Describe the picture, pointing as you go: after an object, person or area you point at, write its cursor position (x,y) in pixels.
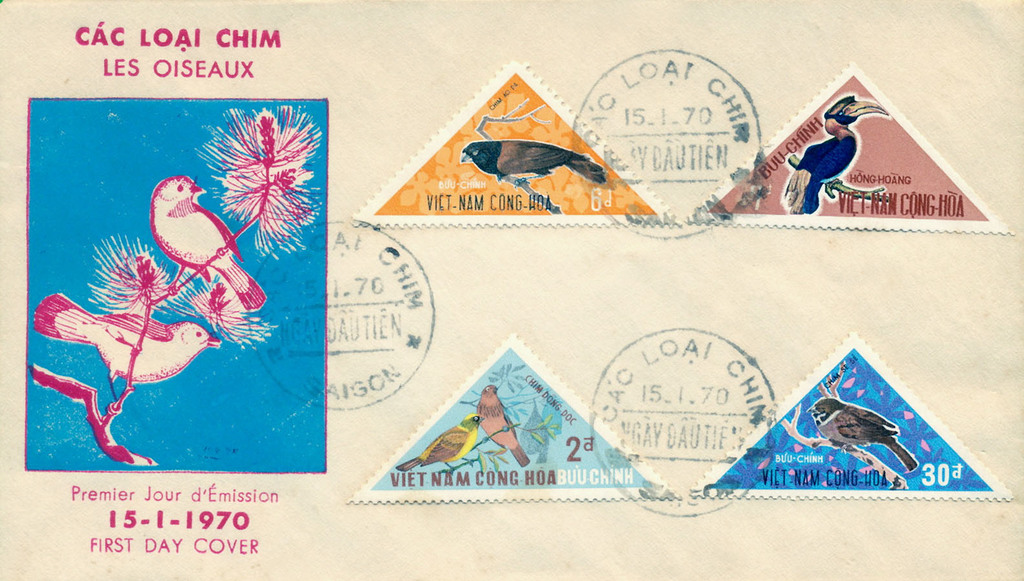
This is an envelope (382,259) and here we can see stamps (712,469) and there is a logo (260,377) and some text (229,518).
